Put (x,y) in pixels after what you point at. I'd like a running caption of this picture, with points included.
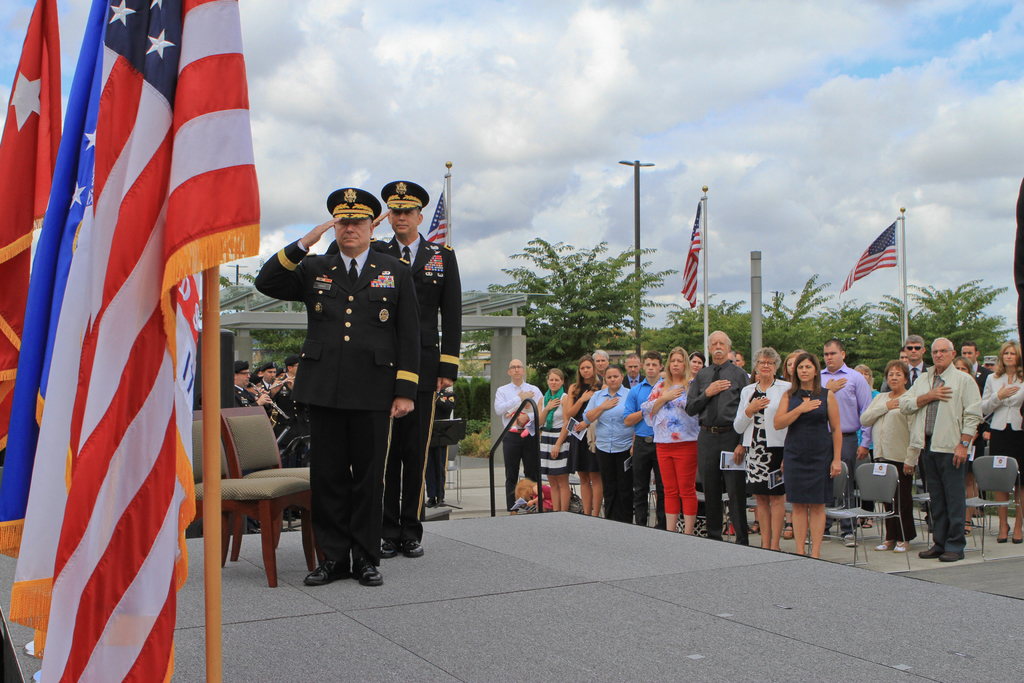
In this image I can see number of people (690,480) are standing and I can see few of them are wearing uniforms (338,424). On the both sides of the image I can see number of chairs (264,422), few poles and few flags (45,399). In the background (257,371) I can see few people (295,402) are holding musical instruments (283,412). In the background (598,328) I can also see number of trees (536,354), few plants (480,405), clouds (501,147) and the sky (413,165).
